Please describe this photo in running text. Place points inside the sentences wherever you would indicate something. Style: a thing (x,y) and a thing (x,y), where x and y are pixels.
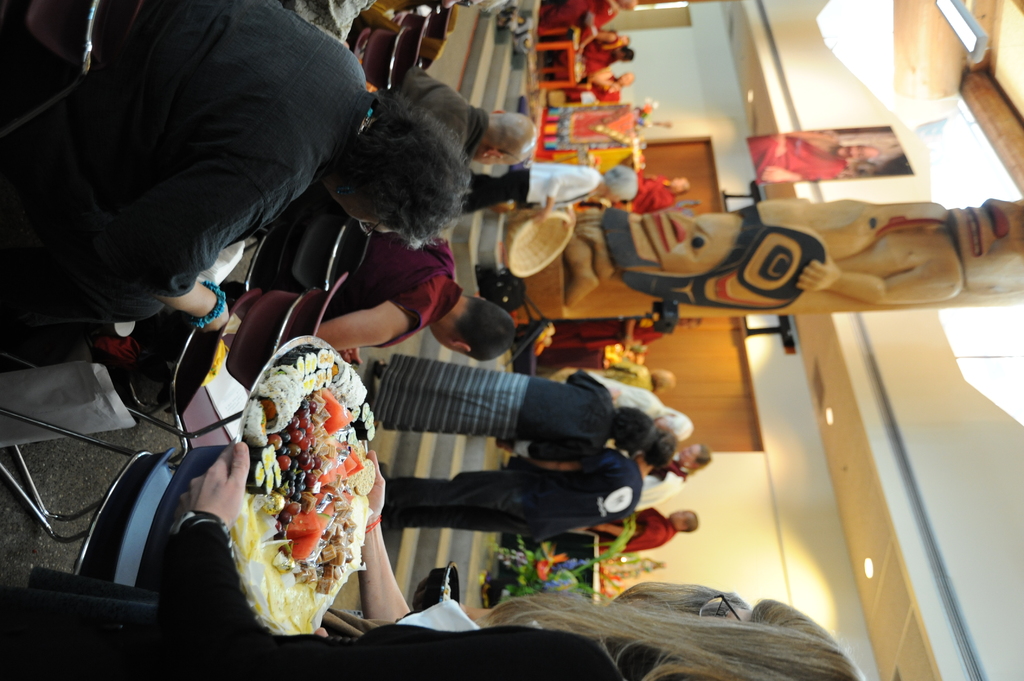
At the bottom (376,655) there is a lady (410,655) holding food item (281,425) on a plate (317,340). There are many people (331,148) sitting on chairs (274,222). There are steps (476,232). And a person (521,179) is holding a basket (520,238). And there is a statue (686,253). On the ceiling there are lights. Also there is a photo frame (804,160). There are many people (699,467). And there are some decorations (574,563).
